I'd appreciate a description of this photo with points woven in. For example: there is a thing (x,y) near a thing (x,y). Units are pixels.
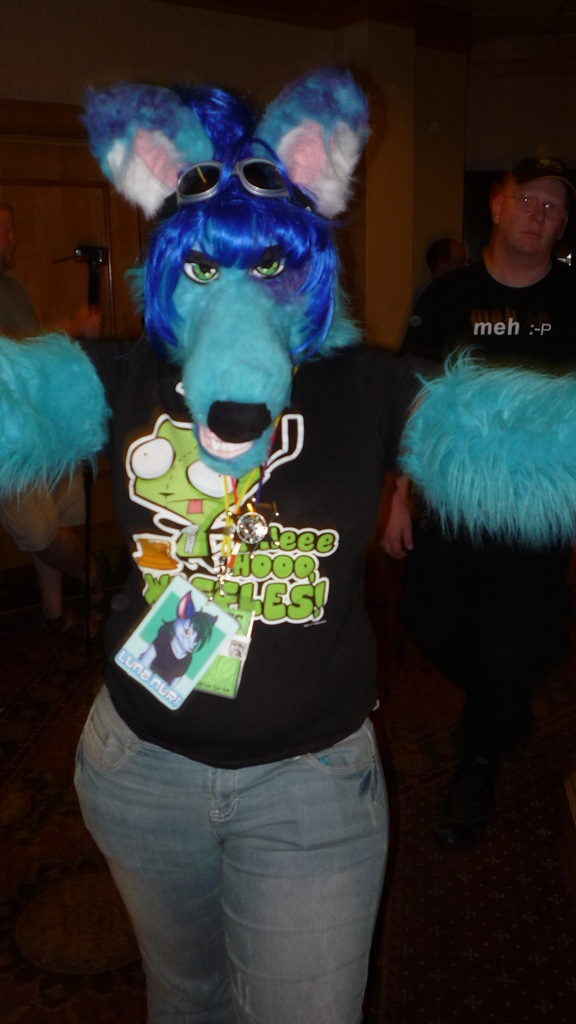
In the image we can see there is a person (282,589) standing and she is wearing head mask (266,264) and id card (231,621). Behind there is another man (482,316) standing.
